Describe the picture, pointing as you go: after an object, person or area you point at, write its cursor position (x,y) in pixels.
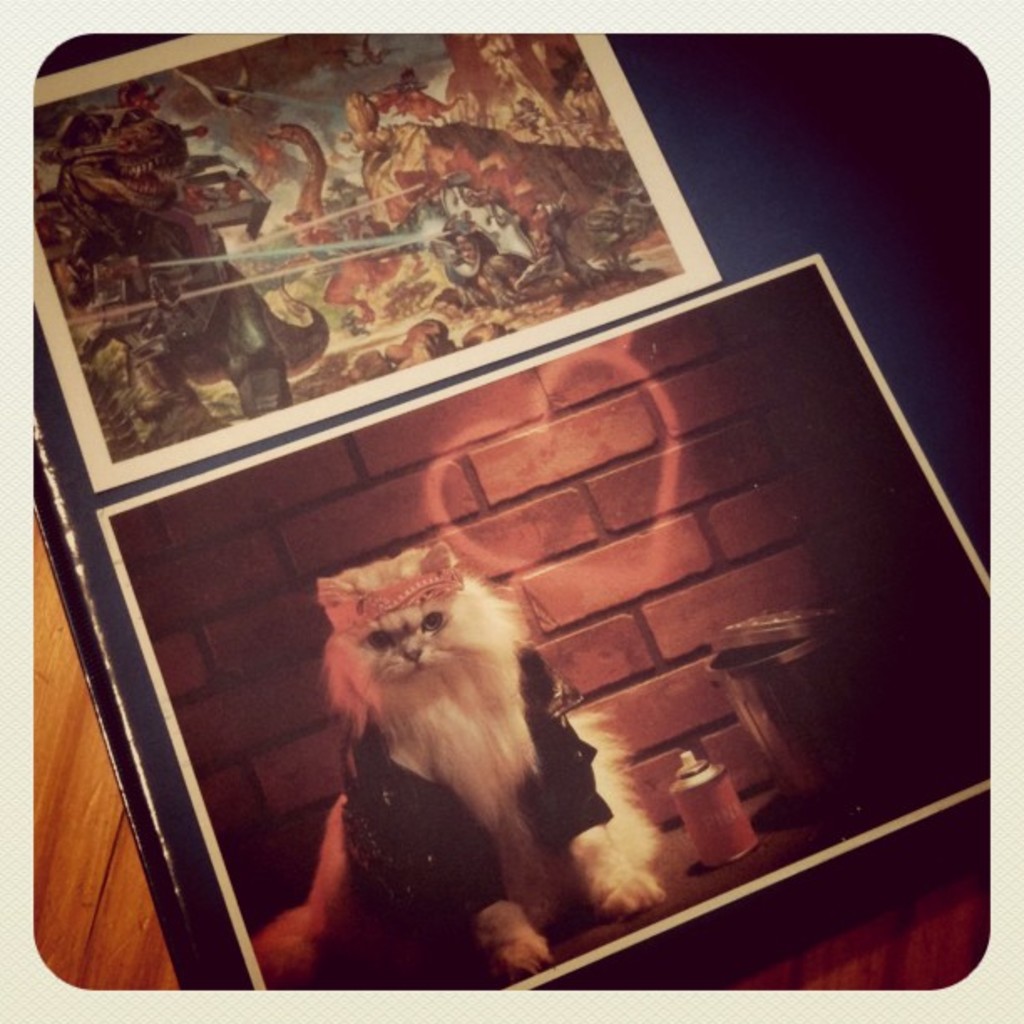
This image consists of frames (310,494) in which there is a picture (171,645) of a cat (415,834). At the bottom (58,881), there is a table (84,840) made up of wood (72,941).
